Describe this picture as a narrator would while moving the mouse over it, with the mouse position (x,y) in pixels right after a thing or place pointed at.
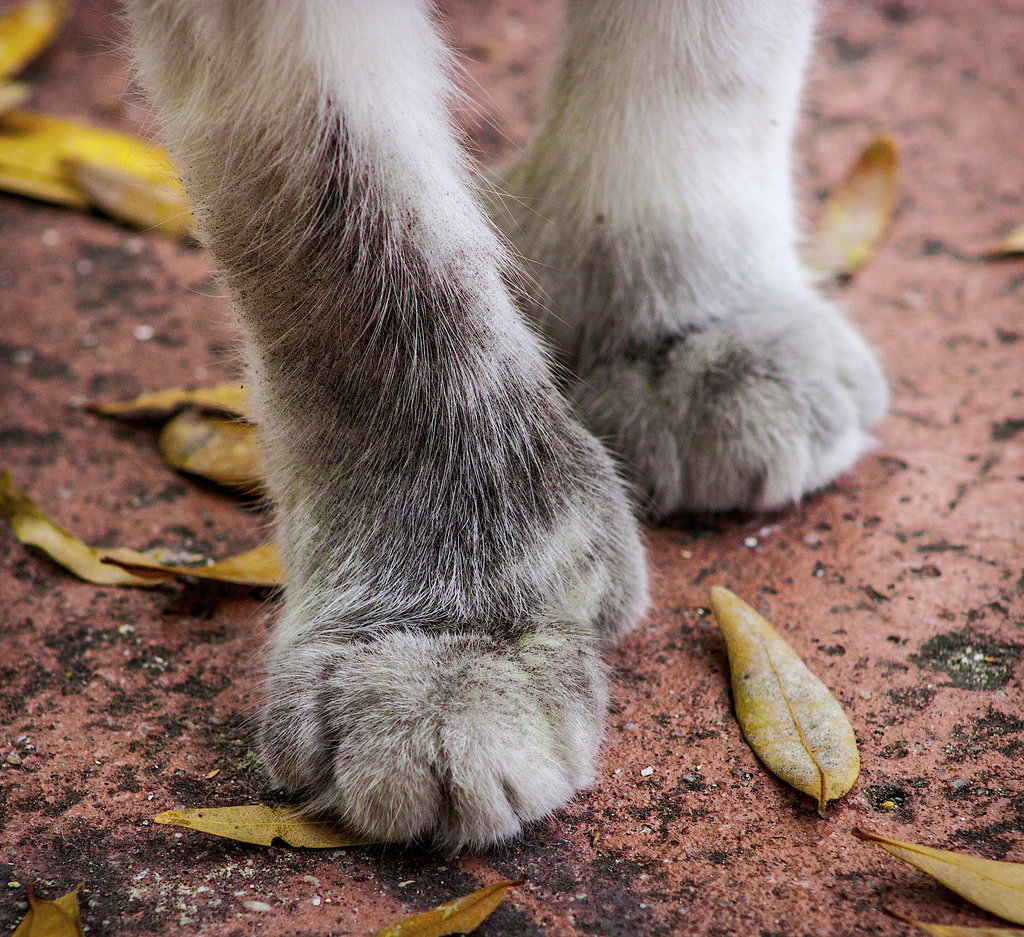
In the center of the image (484,395) there is an animal foot (676,310), which are in white color. And we can see leaves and a few other objects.
